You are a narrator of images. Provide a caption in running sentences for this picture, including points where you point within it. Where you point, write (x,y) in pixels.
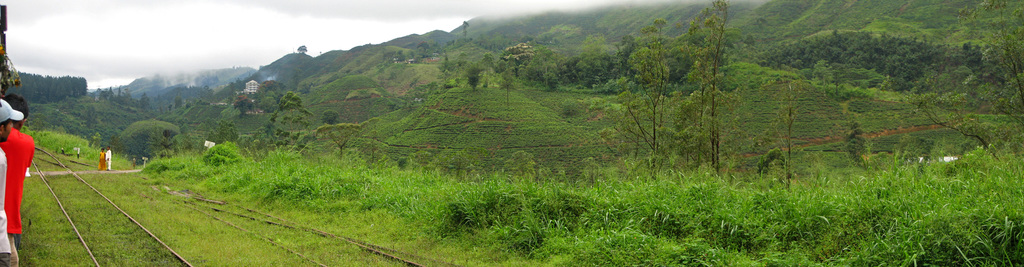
In this image it looks like it is a scenery in which there are so many hills (403,118). On the hills (403,118) there are plants (548,107) and trees (59,83). On the left side (6,82) there is a train (7,83) on the railway track (67,200). In the train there are two people (8,161) who are standing near the door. At the top (185,46) there is fog (226,30).
